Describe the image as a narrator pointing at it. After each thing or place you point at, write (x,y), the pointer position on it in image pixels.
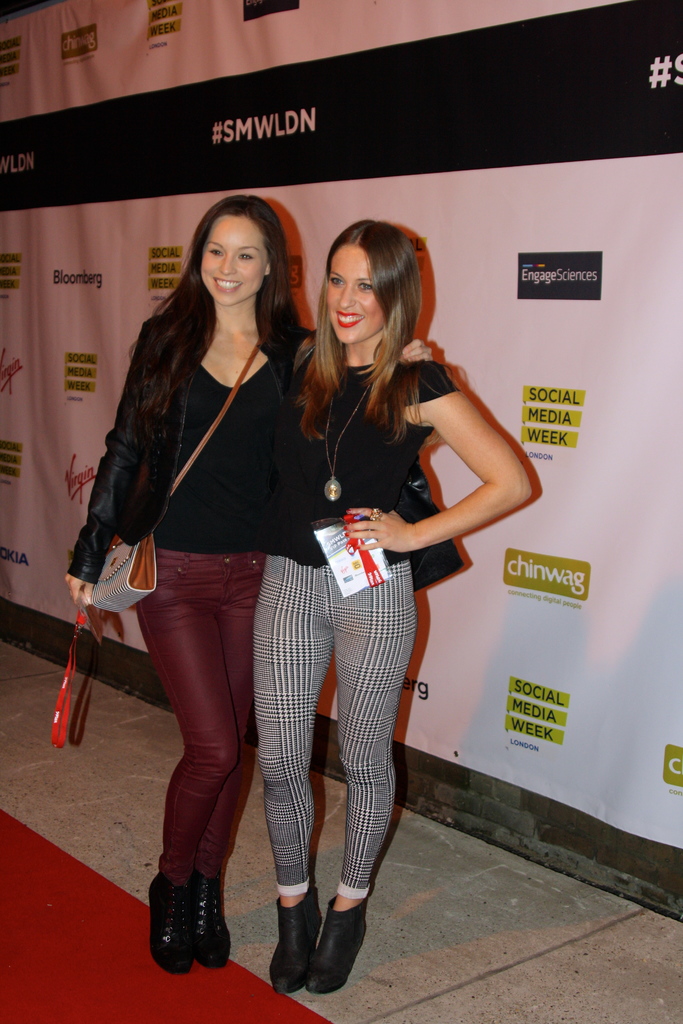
In this image, I can see two women (212,538) standing and smiling. In the background (138,138), there is a banner (490,277). At the bottom of the image (138,996), I can see a red carpet (108,892) on the floor (152,823).
